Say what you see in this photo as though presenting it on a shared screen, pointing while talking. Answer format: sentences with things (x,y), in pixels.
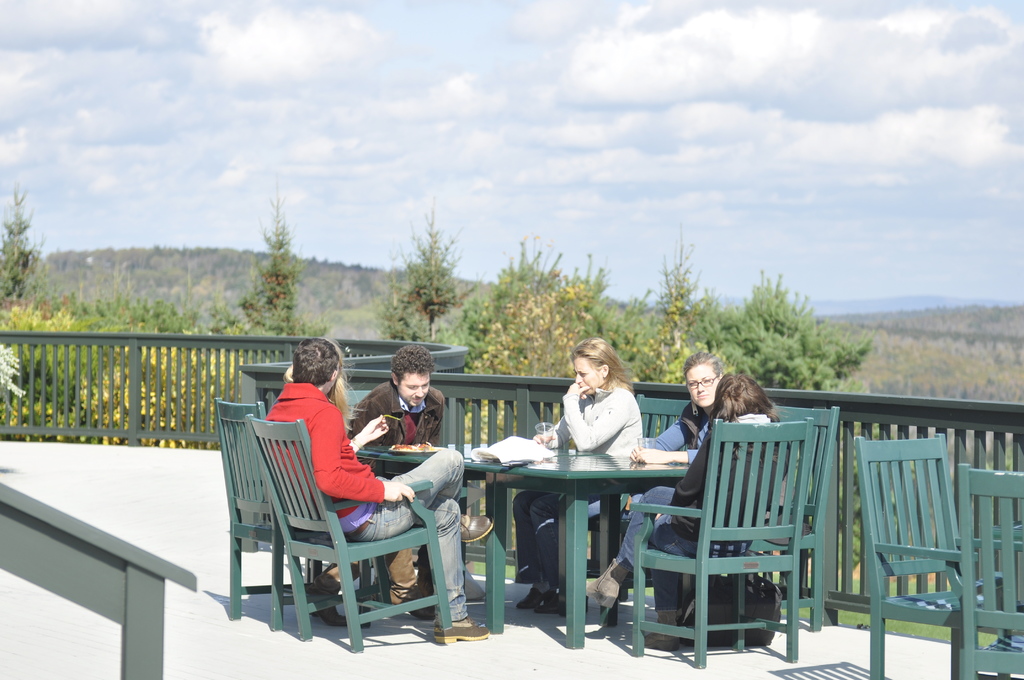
In this picture we can see six people (371,402) sitting on chairs (745,426) and in front of them there is table (542,463) and on table (557,475) we can see cover (527,451), glass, food item (410,447) and beside to them there is fence (162,344), trees (165,315) and in background (337,282) we can see hill (963,320), sky (343,133).
